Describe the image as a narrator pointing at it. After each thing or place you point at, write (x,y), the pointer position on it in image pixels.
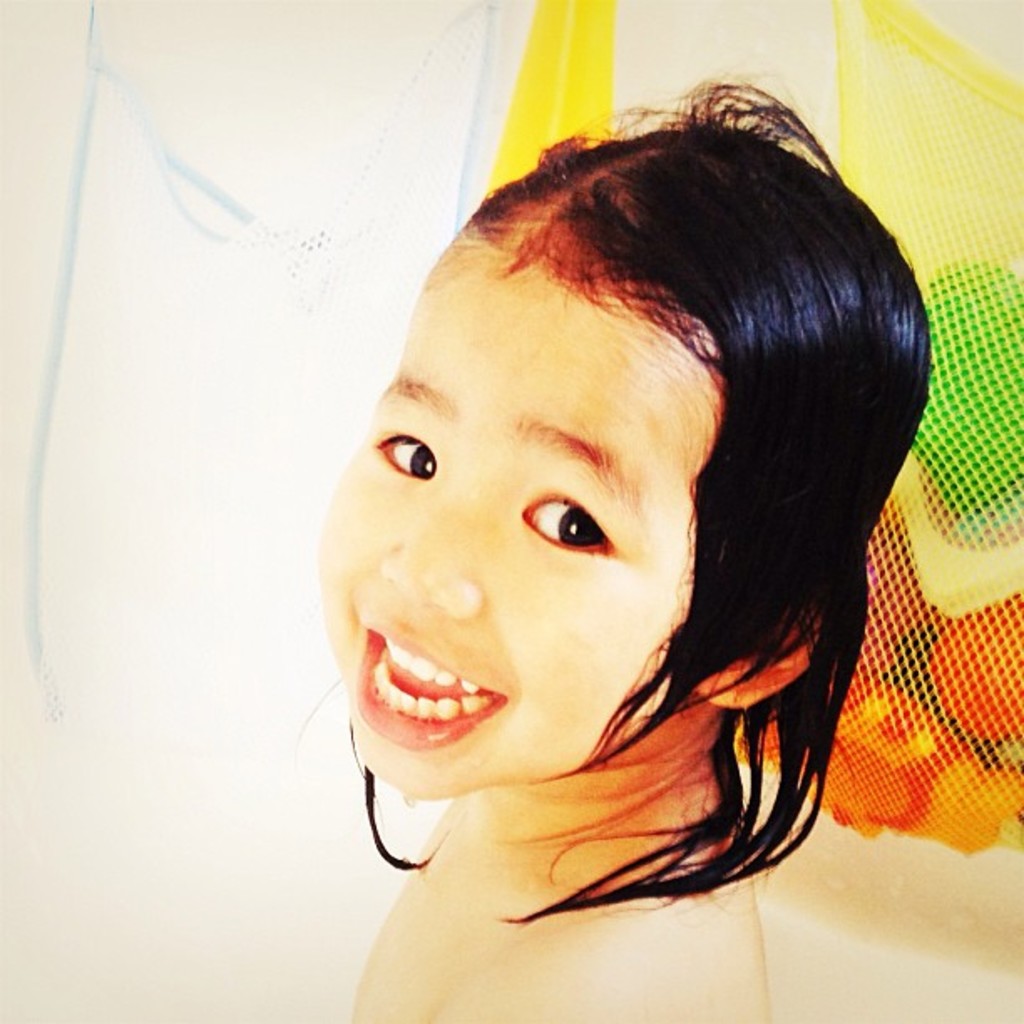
In the image there is a kid (578,679). Behind the kid (518,207) on the right side (875,87) there is a yellow net bag (956,782) with toys (992,450) in it.
